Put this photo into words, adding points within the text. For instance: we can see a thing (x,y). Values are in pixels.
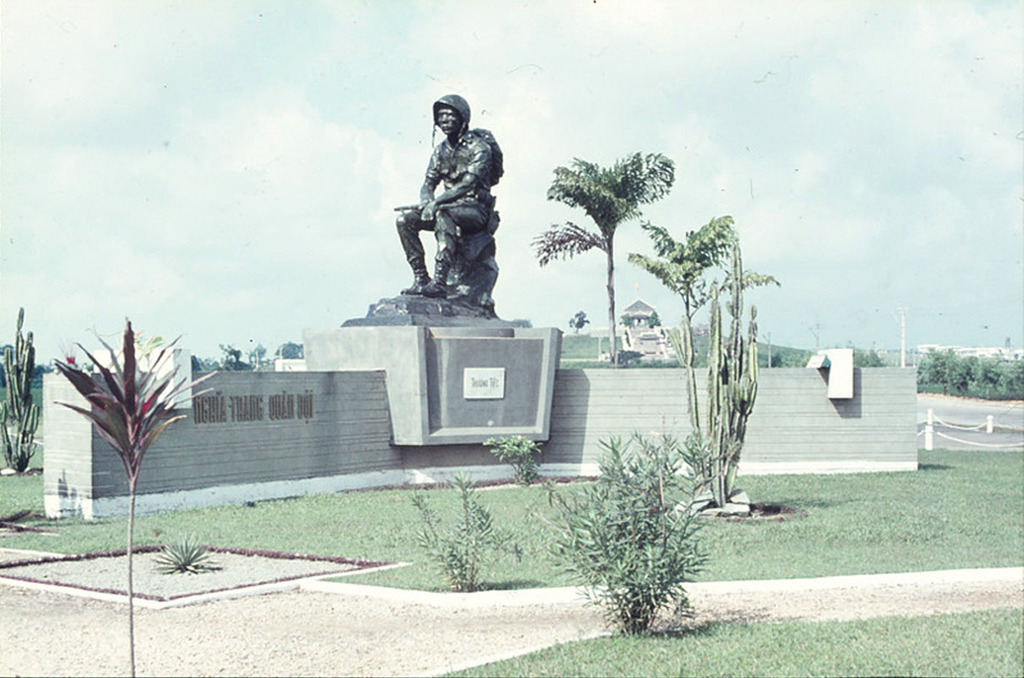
As we can see in the image there are plants (662,538), grass (846,649), trees (653,266), statue (458,165). In the background (639,339) there are buildings (648,339). On the top (372,49) there is sky (358,52).
